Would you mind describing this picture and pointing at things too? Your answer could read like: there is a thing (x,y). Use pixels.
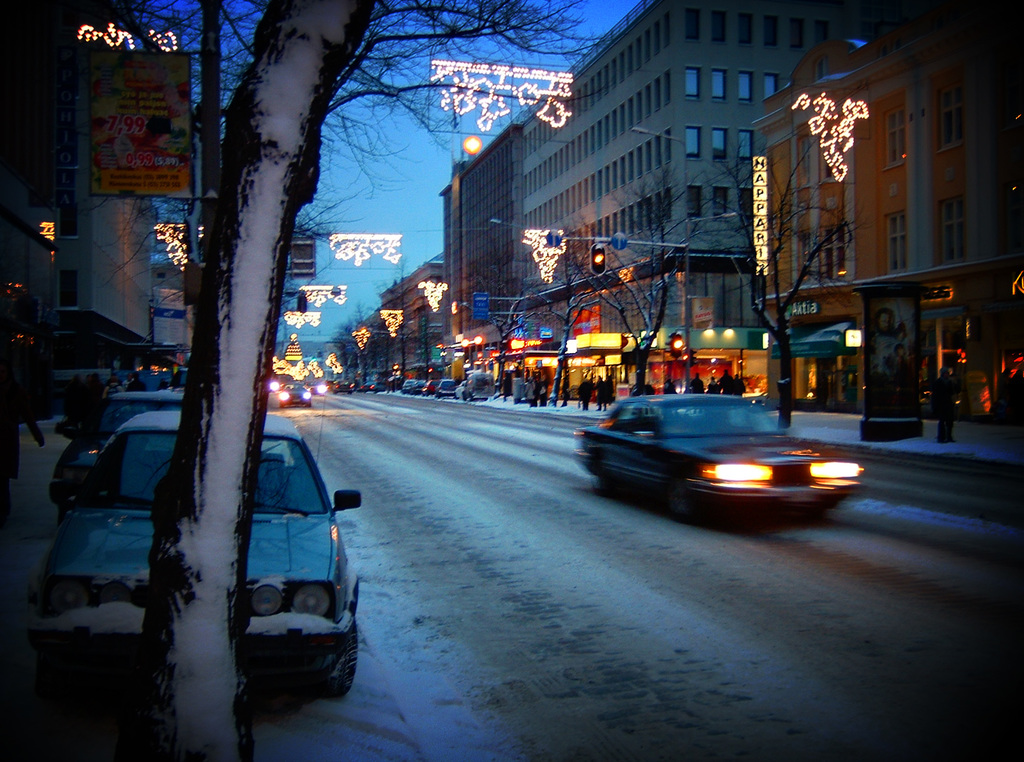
In the image in the center (418,386) we can see few vehicles (746,456) on the road (414,441). And we can see trees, traffic lights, sign boards (575,325), banners (152,133), string lights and few people (668,382) were standing. In the background (357,176) we can see the sky (406,170), buildings (475,361), windows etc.
